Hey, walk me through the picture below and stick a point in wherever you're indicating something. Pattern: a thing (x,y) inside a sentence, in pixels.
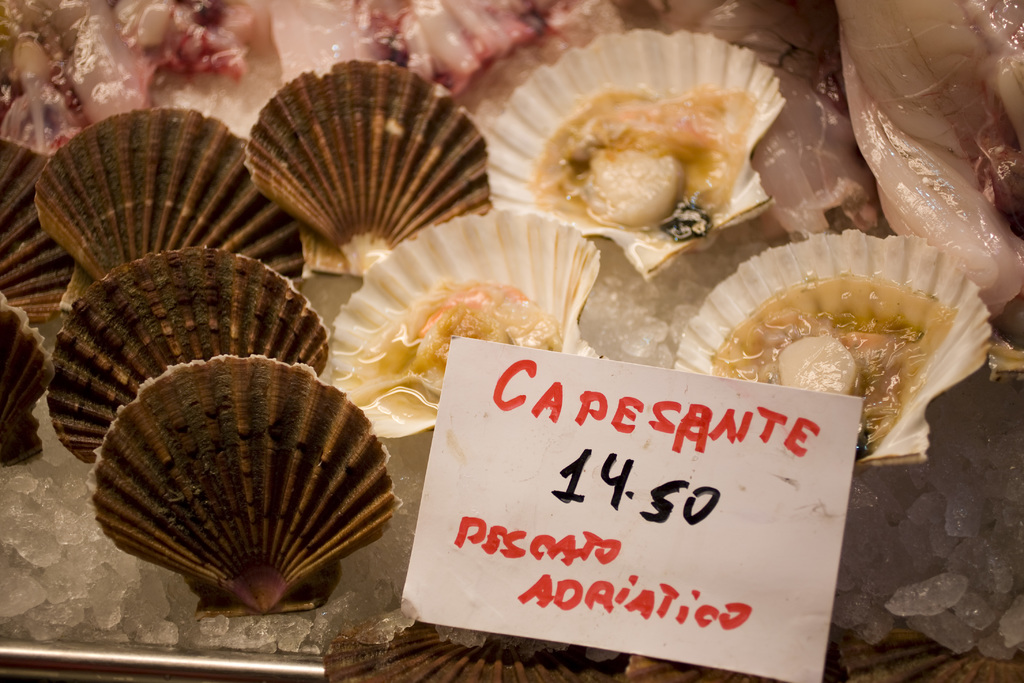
In this picture I can see few shells (502,207) and I see few things (681,122) which looks like meat (408,56) and these all things (399,190) are on the ice (59,319) and in front of this picture I can see a white color paper (650,485) and I see something is written on it.
